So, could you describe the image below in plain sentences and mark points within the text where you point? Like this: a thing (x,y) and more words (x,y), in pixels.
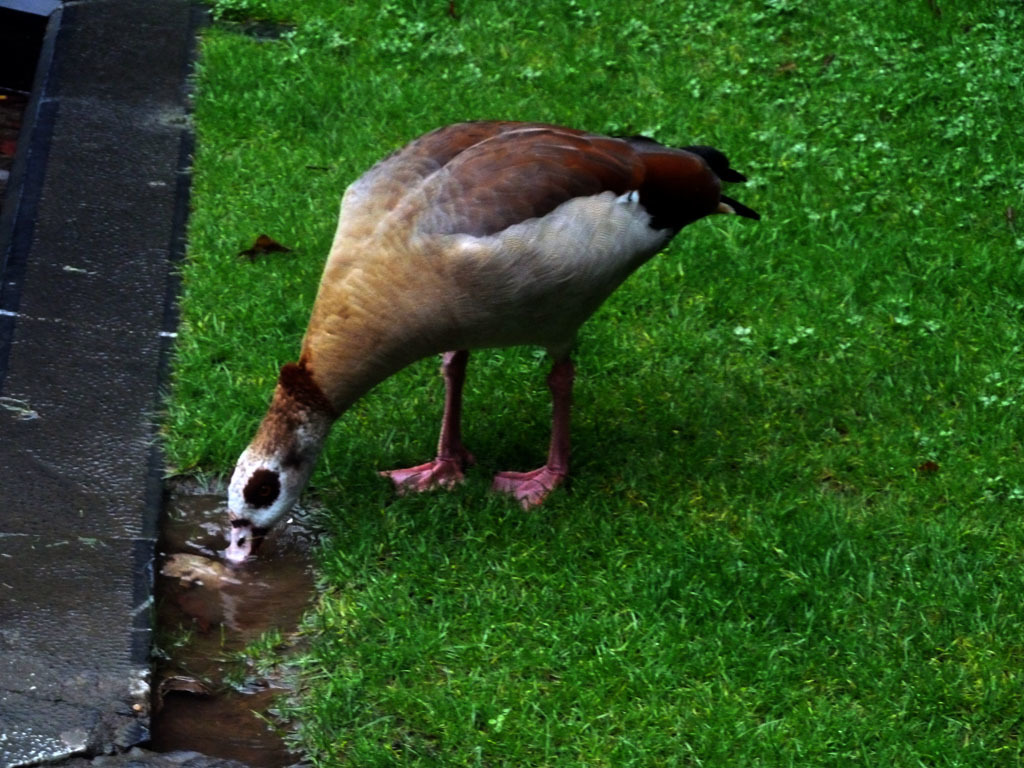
In this image a bird (505,309) is standing on the grassland (541,576). Left bottom there is water (214,657). Bird (259,510) is drinking water (264,594). Left side (45,239) there is a floor (73,290).
